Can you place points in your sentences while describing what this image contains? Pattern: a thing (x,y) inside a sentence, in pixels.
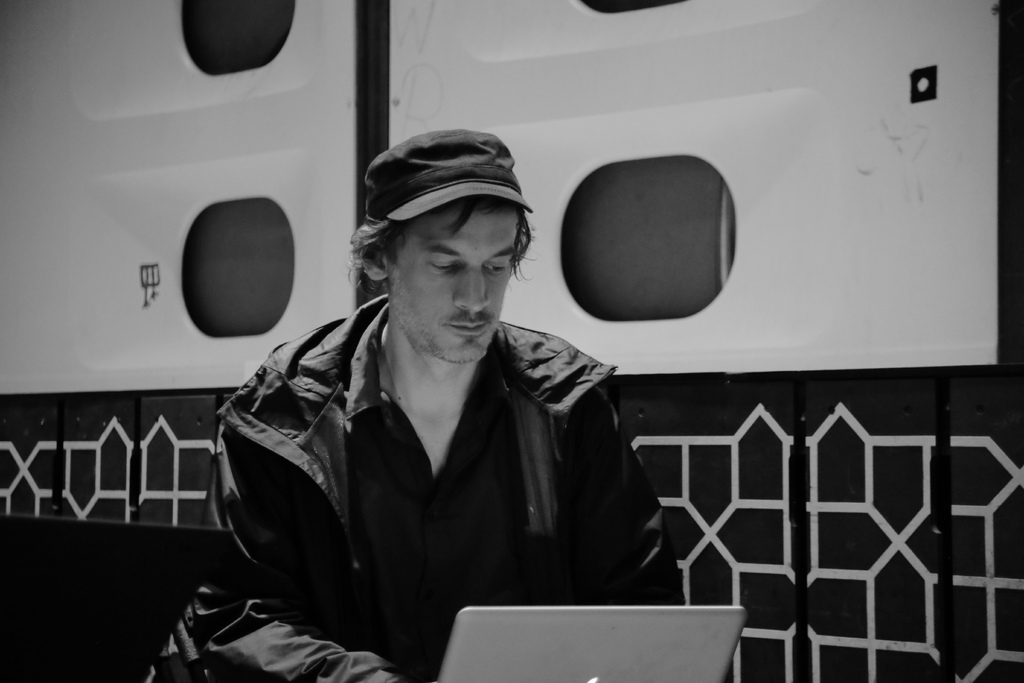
This is a black and white image. There is a person (344,528) in the middle (503,382). He is wearing a coat (546,568). He is doing something in the laptop (551,651). It is at the bottom (564,631).
